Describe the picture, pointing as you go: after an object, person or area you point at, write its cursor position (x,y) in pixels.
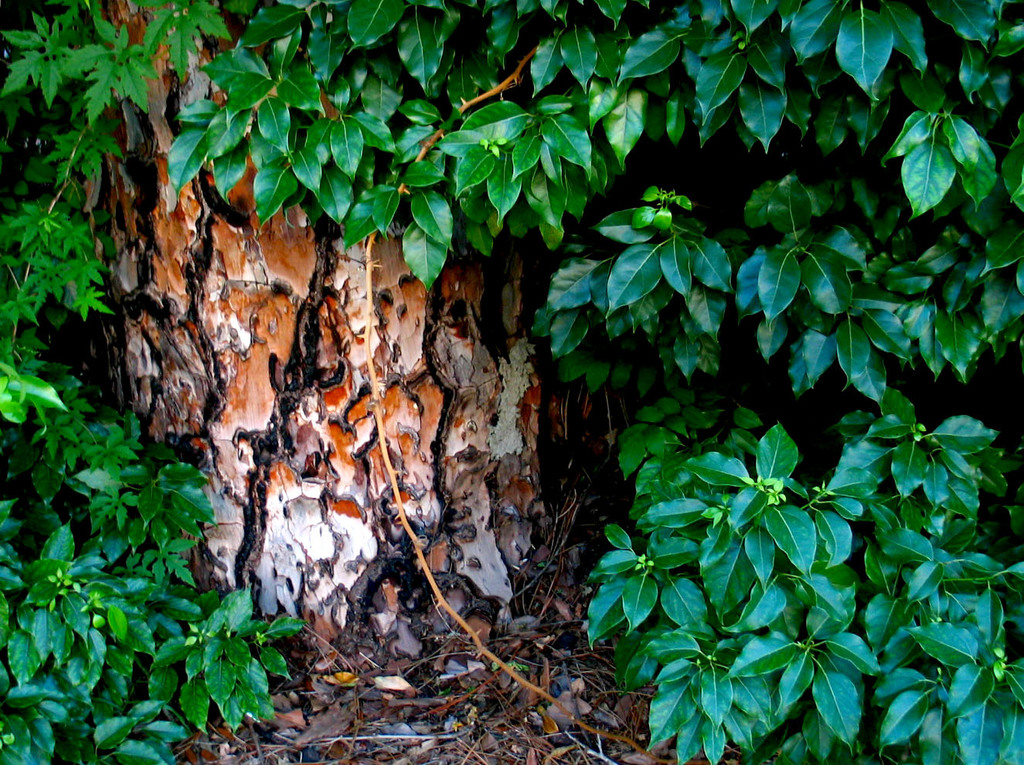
There are plants (70,468) in the foreground area of the image (1018,31) and a trunk (309,459) in the background (412,602). There are dry leaves (427,679) at the bottom side (432,650).
